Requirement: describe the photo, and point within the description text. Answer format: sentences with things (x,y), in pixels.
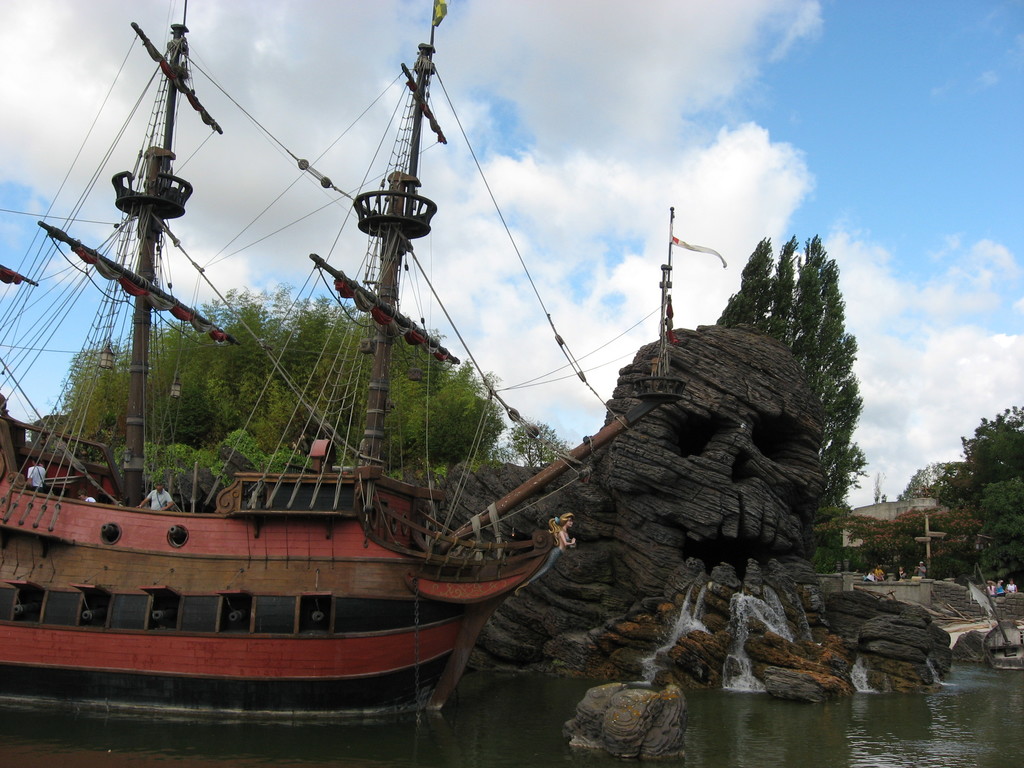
In this image I can see a statue (553,502) with rocks (708,435), I can see water (866,679) coming out like a fountain (775,626) from the statue (798,653). I can see a river (981,691) at the bottom of the image (475,721). I can see a ship (430,689) and some people (40,461) standing in the ship (79,508). I can see some steps (965,601) and people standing beside. At the top of the image (589,108) I can see the sky (573,142).
